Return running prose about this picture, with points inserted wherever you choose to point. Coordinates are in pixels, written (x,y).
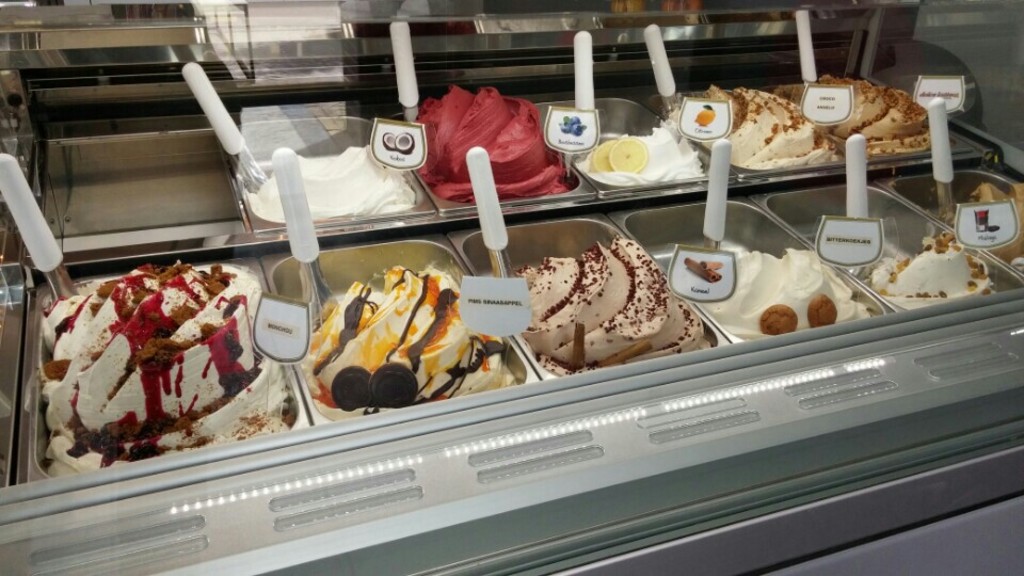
In this image there are different flavored ice creams (186,315) in the vessels (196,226). There are boards (523,291) with pictures (712,266) and text (574,142) near to the vessels (455,248). In the foreground (203,460) there is a glass (787,436). In the bottom right (926,541) there is a metal (946,545).
